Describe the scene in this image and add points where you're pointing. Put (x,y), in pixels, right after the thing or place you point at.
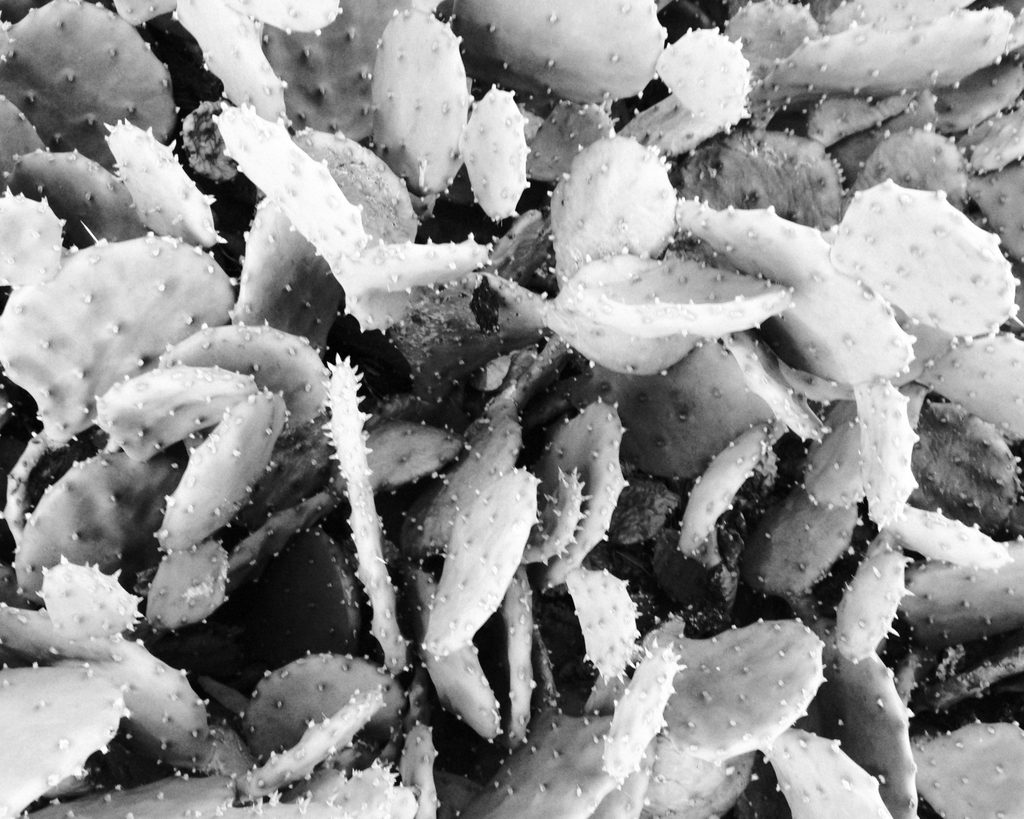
In this image we can see some cactus plants (780,221).
